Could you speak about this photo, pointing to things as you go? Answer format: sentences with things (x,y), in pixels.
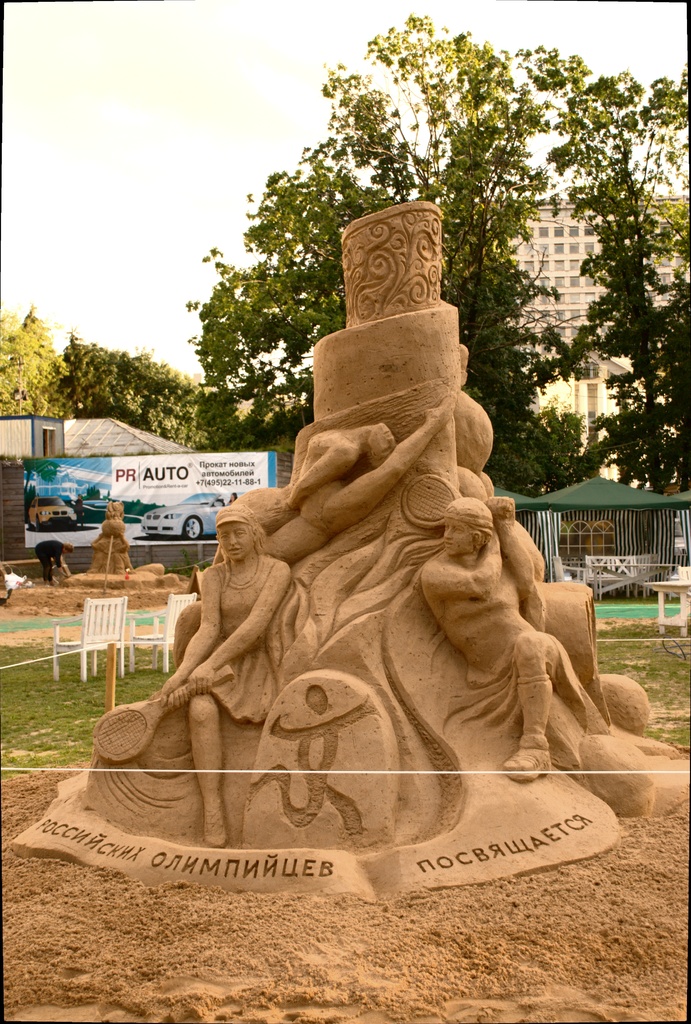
In this image in the middle (434,438) we can see sand art (403,649) and around it there is a fence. In the background (83,646) there is a hoarding (191,497), trees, chairs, tents (581,485), buildings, windows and sky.
